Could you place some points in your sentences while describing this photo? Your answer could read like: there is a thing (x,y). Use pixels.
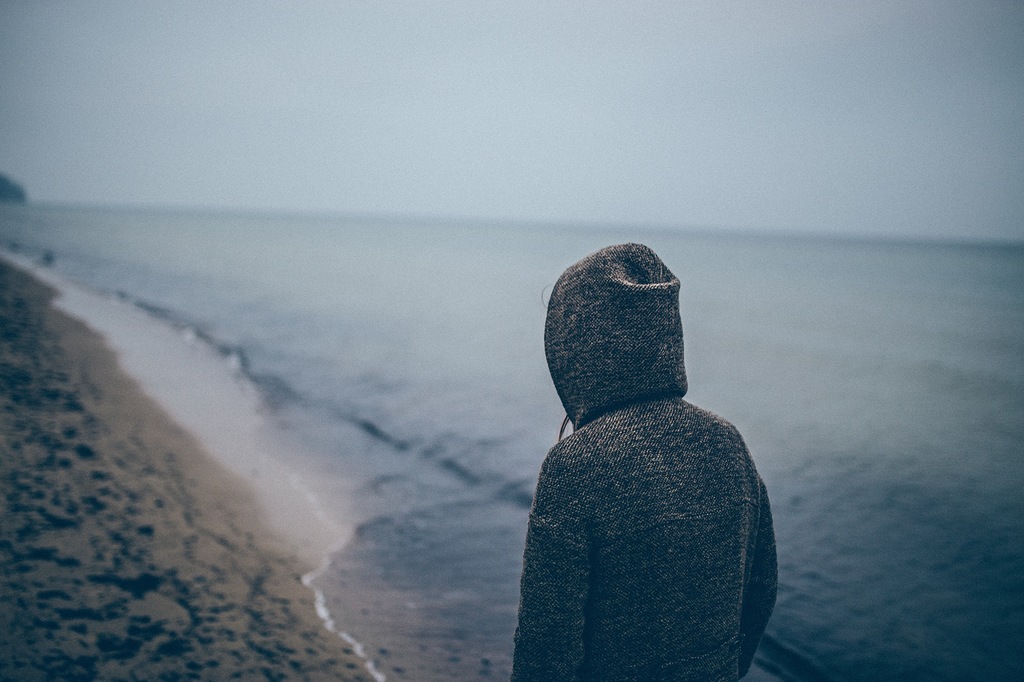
In this picture there is a person (623,331). At the back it looks like a mountain (13,194). At the top (252,122) there is sky (379,104). At the bottom (335,584) there is sand (140,627) and water (304,433).
